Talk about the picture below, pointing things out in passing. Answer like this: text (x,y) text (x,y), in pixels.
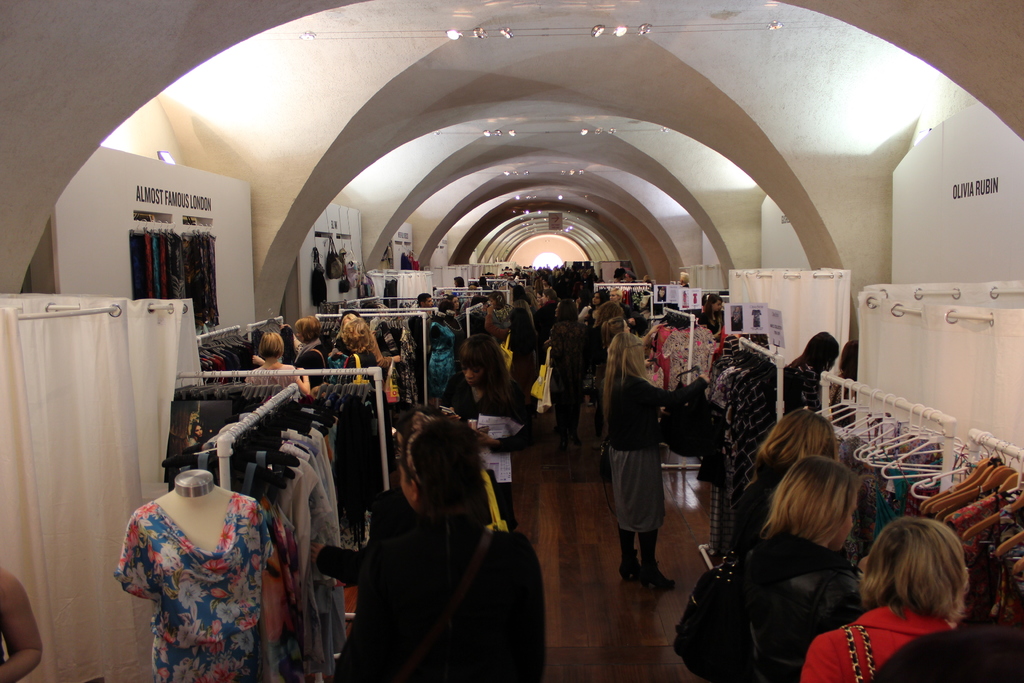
In this image, there are a few arches (575,63). We can see some people (489,625). There are a few clothes (243,528) on hangers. We can see some poles (217,448). There are a few curtains (999,339). We can see the ground (626,594). We can see some boards (958,155) with text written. We can see the roof (536,80) and some lights (506,32).
